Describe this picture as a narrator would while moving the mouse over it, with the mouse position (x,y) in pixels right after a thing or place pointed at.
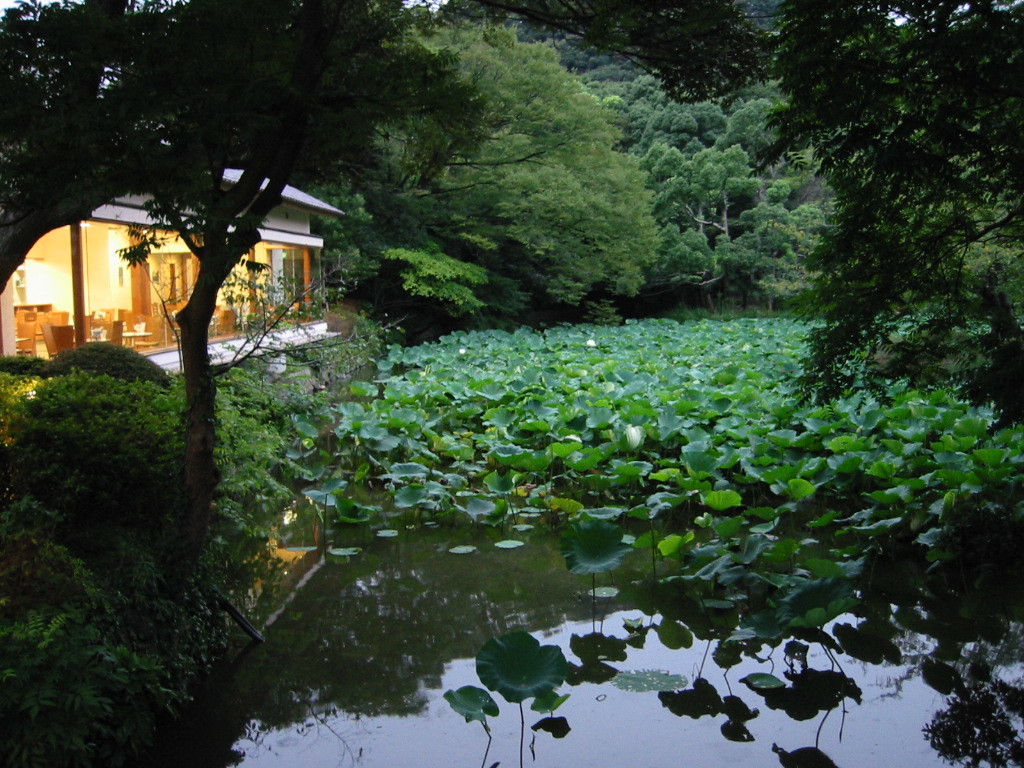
In this image plants (561,487) are in water (486,621). Left side (151,264) there is a house (159,274) having a glass wall (194,264). From the glass wall (93,337) few chairs (68,319) and tables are visible. Few lights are attached to the wall (109,270). Background there are trees (563,207). Left bottom there are plants (43,506) on the land (170,686).
